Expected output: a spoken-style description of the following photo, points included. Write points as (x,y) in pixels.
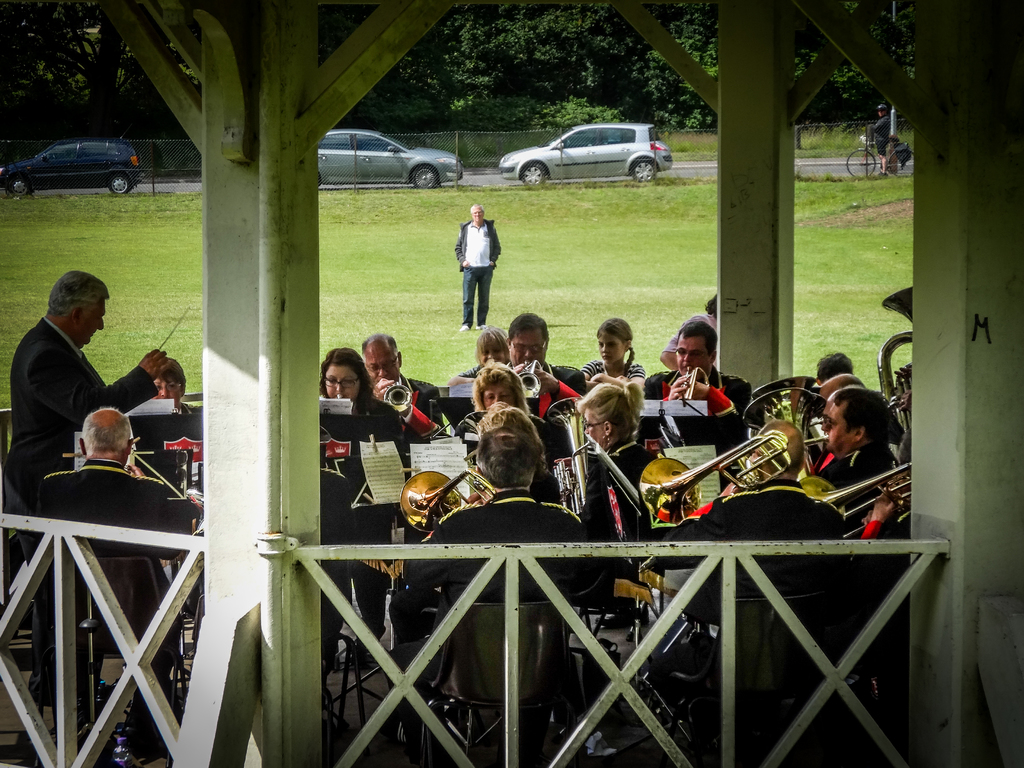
In this image there are people (624,463) sitting on the chairs (524,667) and playing musical instruments (454,484). In the background (475,244) there is a person (475,218) standing on the ground (636,270). Image also consists of cars (575,157) and also trees (537,95). Pillars (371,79) with a fence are visible in this image.
